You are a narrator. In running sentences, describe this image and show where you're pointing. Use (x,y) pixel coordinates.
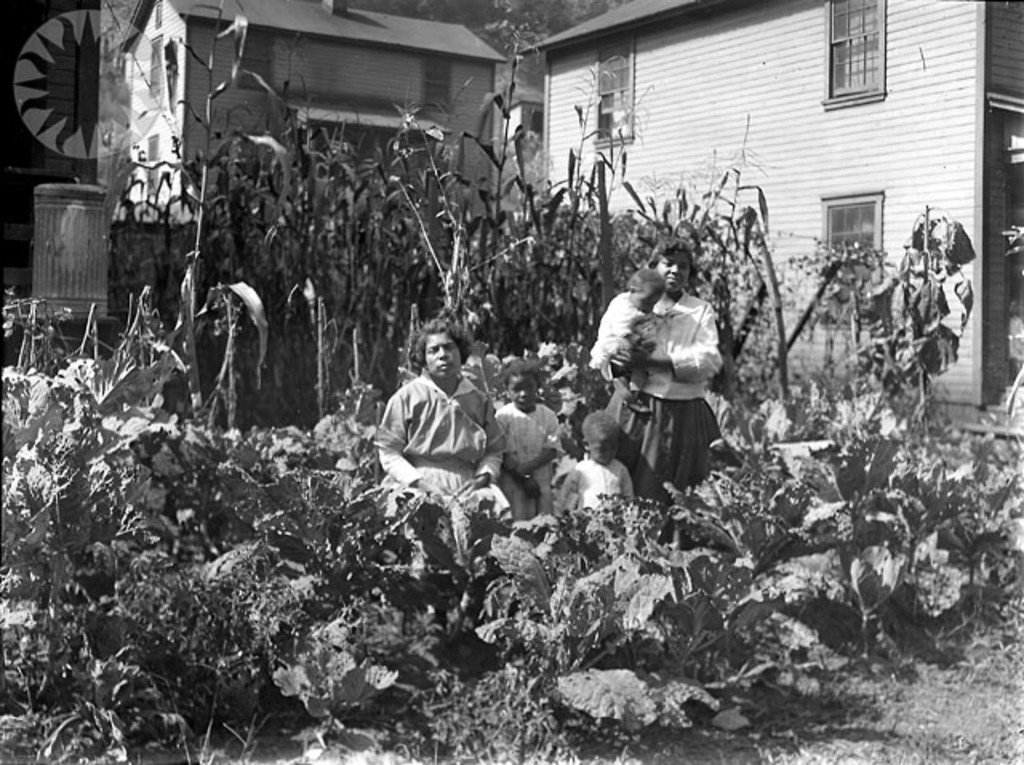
In the image we can see there are people (459,433) sitting and a woman (664,359) is standing and she is carrying baby (617,333) in her hands (652,352). There are plants (393,543) and trees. Behind there are buildings (916,77) and the image is in black and white colour.
